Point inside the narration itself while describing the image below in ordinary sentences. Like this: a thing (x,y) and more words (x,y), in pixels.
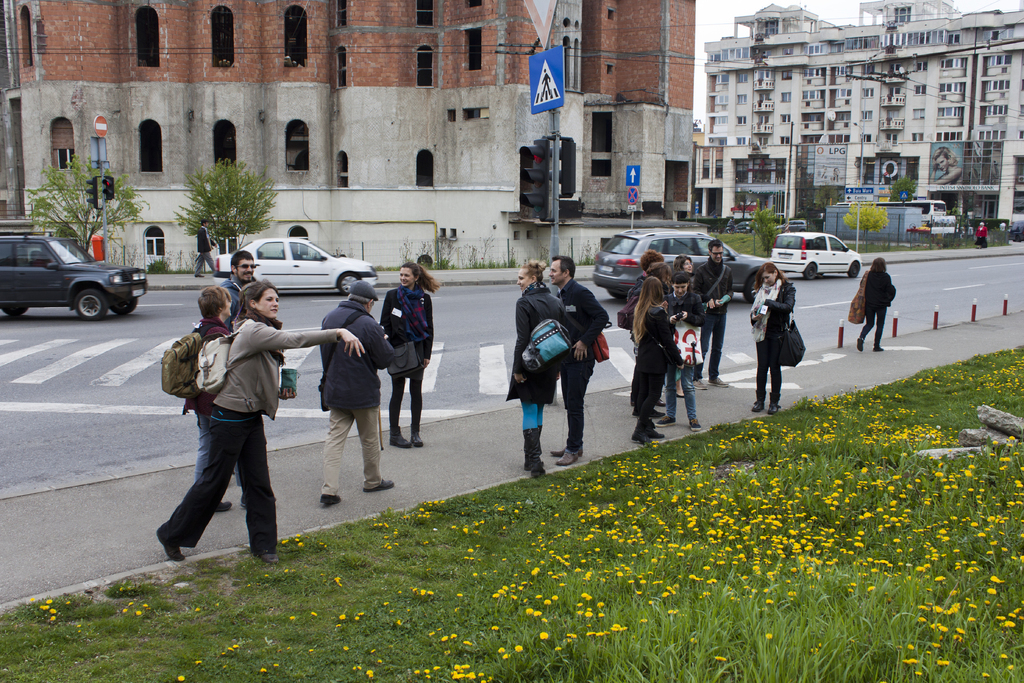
In this image, in the middle (570,393) there are people (651,399). At the bottom (712,558) there are plants (815,558), grass (807,561), flowers (735,561), stones (957,457). In the background (551,209) there are vehicles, people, sign boards (546,60), traffic signals (548,185), buildings (831,132), trees (123,193), road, sky (695,93).
